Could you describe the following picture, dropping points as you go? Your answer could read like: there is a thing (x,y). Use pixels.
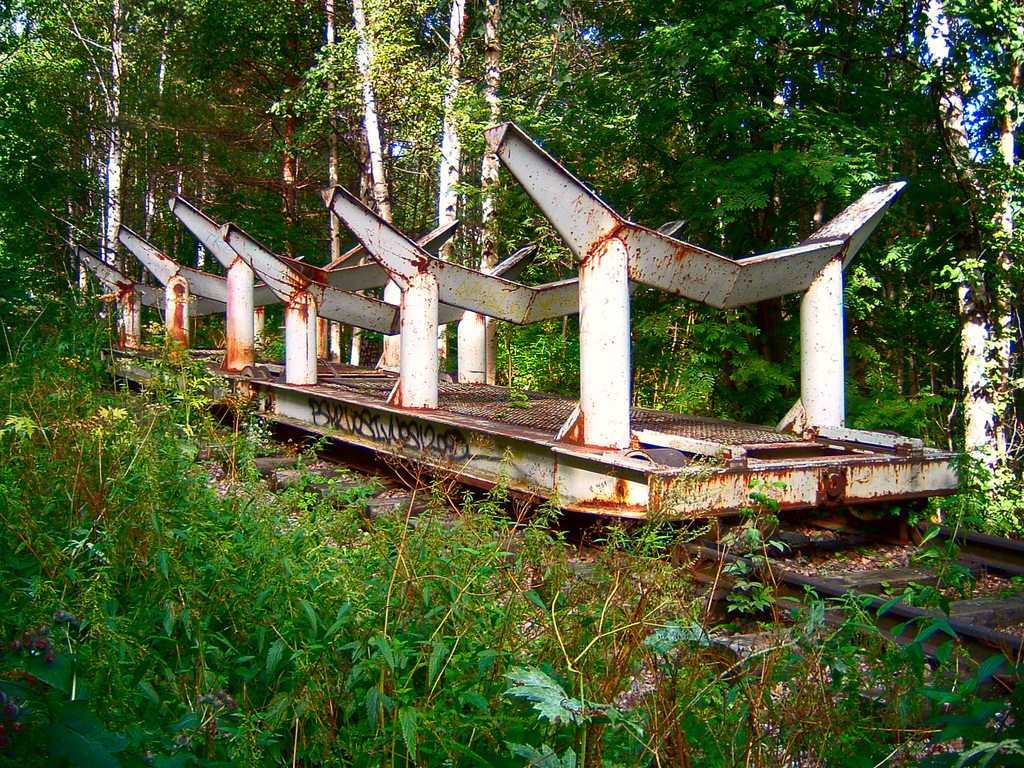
In the image there is a train track (481,500). On the track (573,513) there is an object (612,420) which looks like iron surface (572,447) with white poles (433,326). In the background (229,199) there are many trees (718,82). At the bottom of the image (541,659) there are small plants (472,622) on the ground (504,712).
